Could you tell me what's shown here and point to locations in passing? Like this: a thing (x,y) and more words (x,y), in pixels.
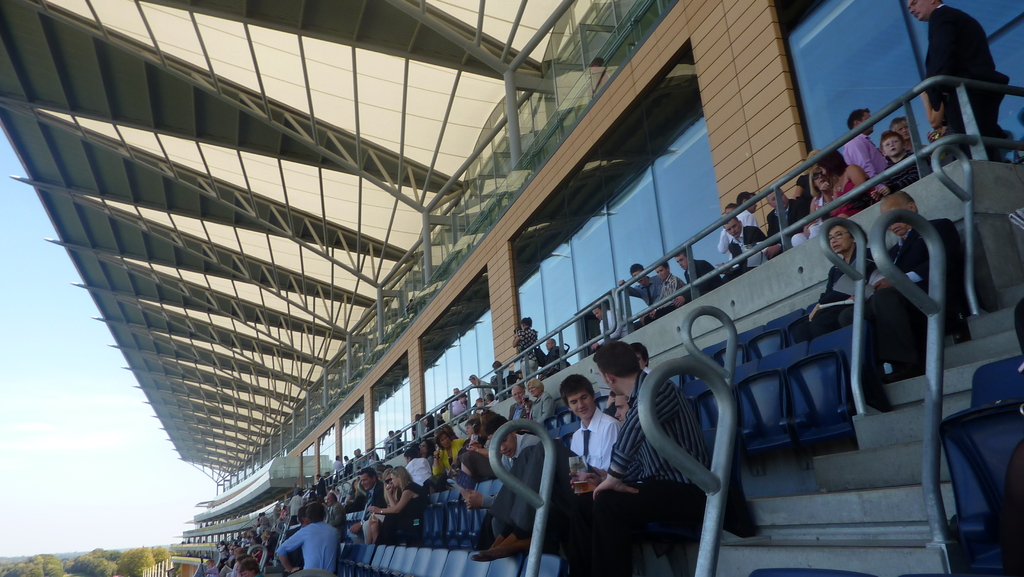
There are many people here sitting on the chair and few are standing. In the background (411,320) we can see wall (499,271), window (588,233) and a pole (325,366) at the rooftop (188,259). On the left (51,551) there are trees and sky (94,498).
